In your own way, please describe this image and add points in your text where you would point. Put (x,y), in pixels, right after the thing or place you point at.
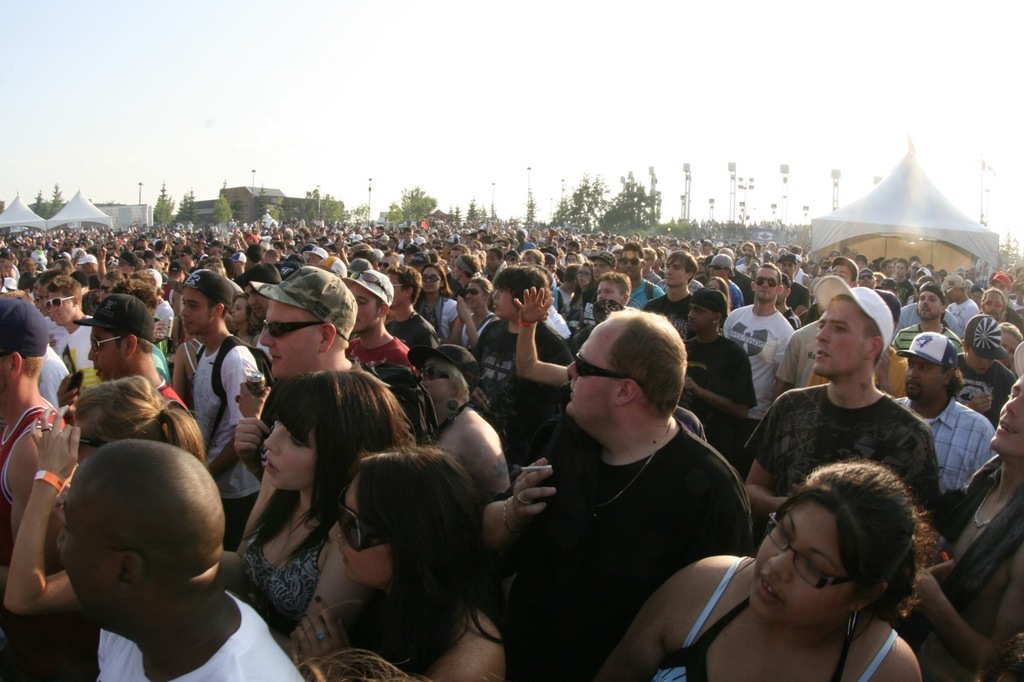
In this image we can see the people (482,369) standing on the ground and holding objects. In the background (83,226), we can see the tents (98,222), trees (36,211), towers (688,218) and the sky (516,92).
